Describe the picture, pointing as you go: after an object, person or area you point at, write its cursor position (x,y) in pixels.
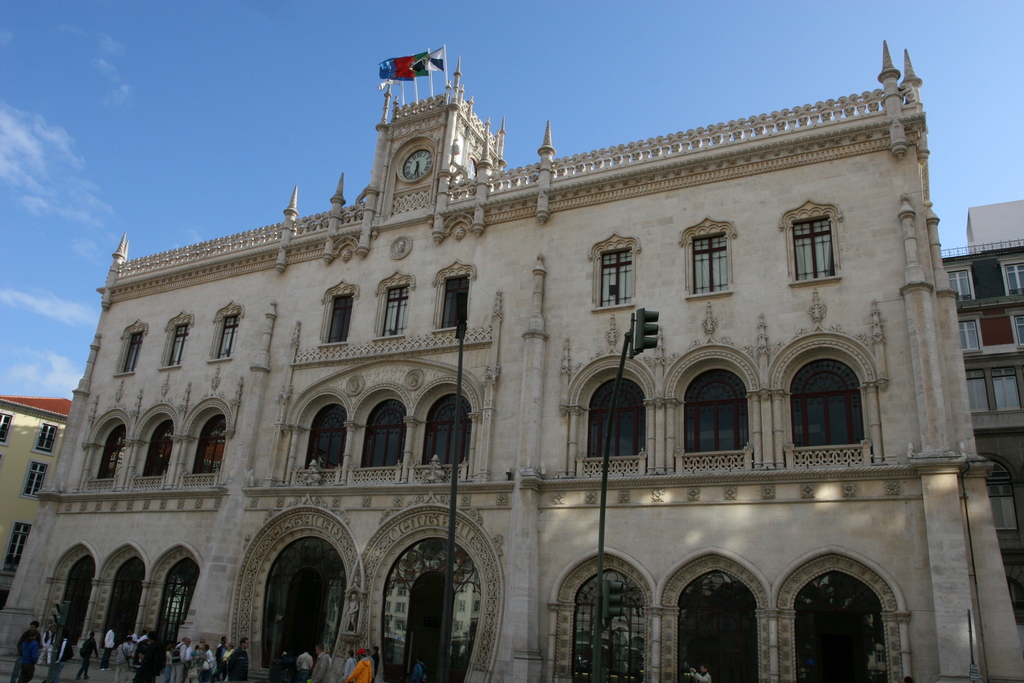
In the image in the center (643,393) we can see buildings (303,301), wall (486,258), wall clock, windows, flags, fence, poles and group of peoples (367,682) were standing. In the background (320,208) we can see sky (680,90) and clouds (37,200).
